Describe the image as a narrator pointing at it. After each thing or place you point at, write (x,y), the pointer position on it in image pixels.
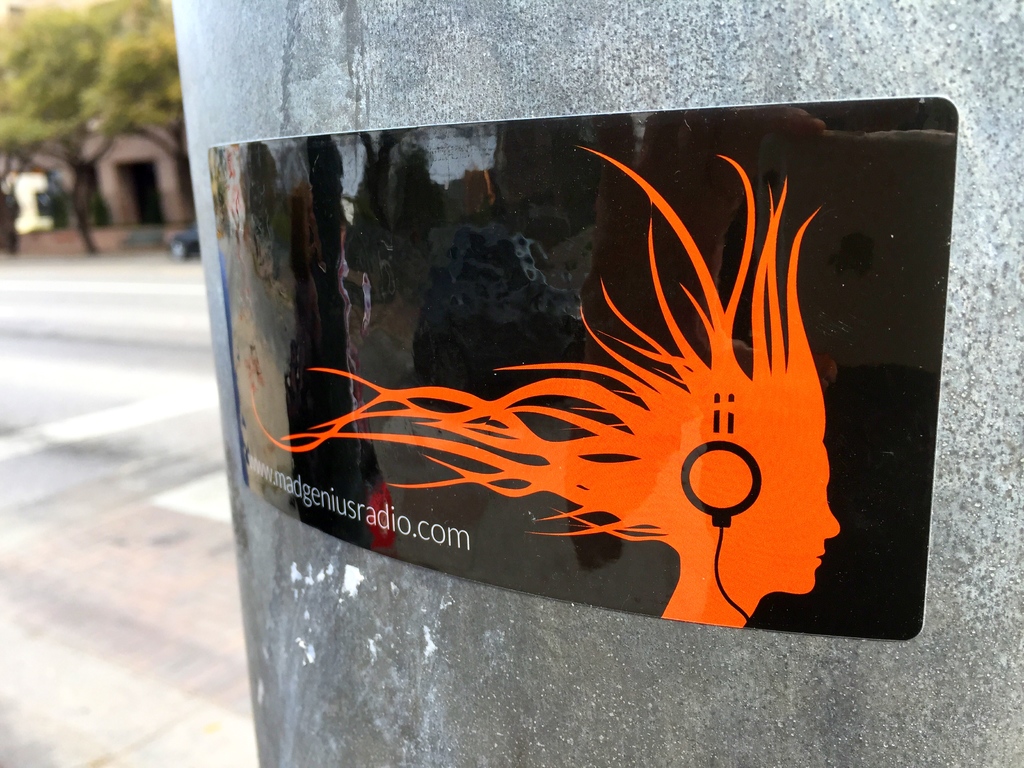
In this image I can see a sticker (630,592) attached to the gray color surface (431,60) and the sticker (514,211) is in black color, background (132,214) I can see few vehicles (183,245), trees (132,96) in green color and the building (141,144) is in brown color.
